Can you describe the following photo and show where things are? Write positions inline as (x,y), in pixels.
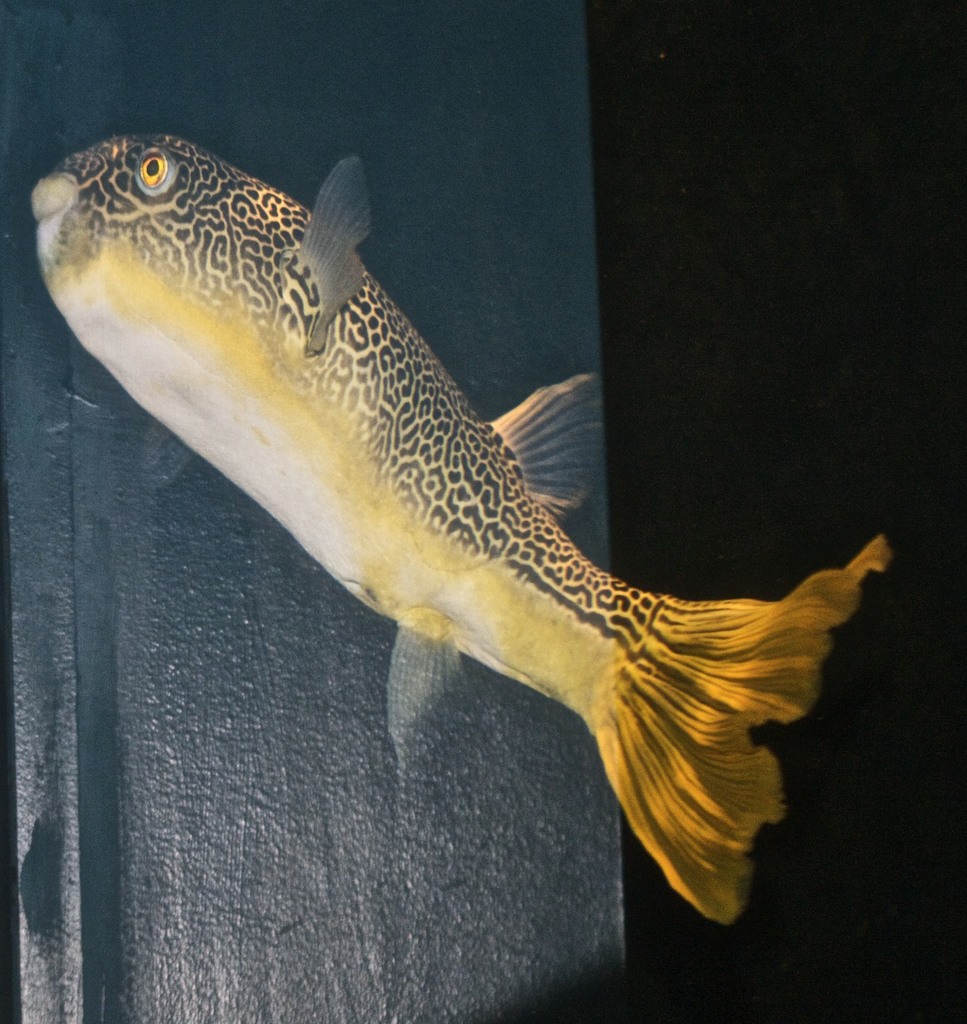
This is a zoomed in picture. In the center (380,503) there is a fish (492,628) seems to be swimming in the water body (319,14). In the background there is a black color object (299,885).
